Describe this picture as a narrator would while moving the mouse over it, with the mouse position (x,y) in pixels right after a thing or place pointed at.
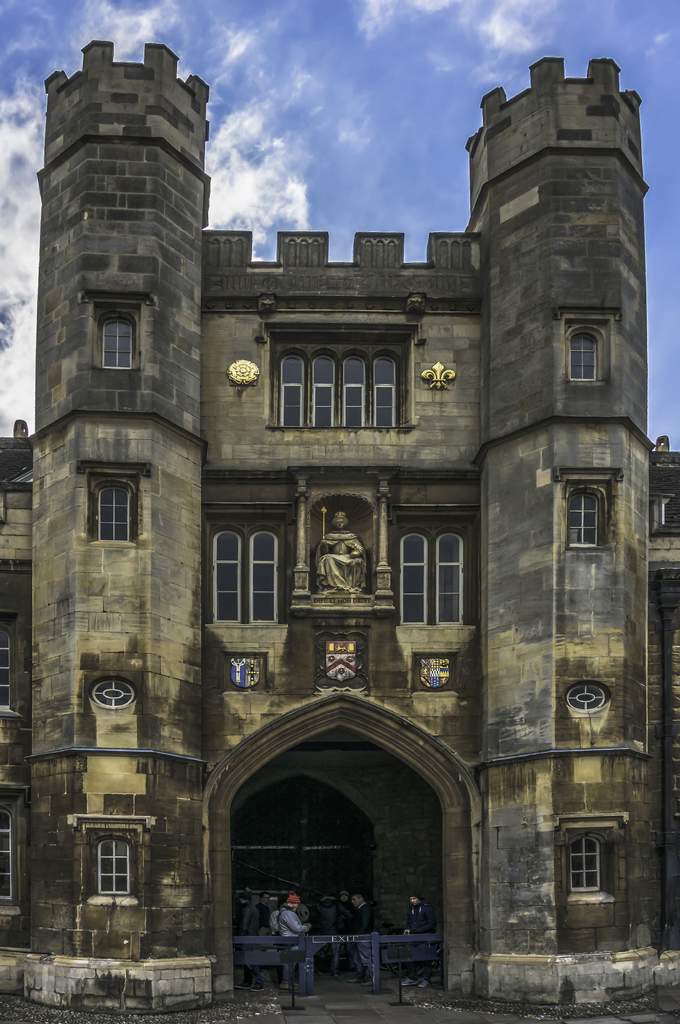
In this image we can see a building (303,563), statue (329,576), windows (233,547), doors (303,801) and at the bottom (327,1007) we can see few persons (332,973) are standing on the floor (319,973) and objects (301,981). In the background (321,1) we can see clouds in the sky (173,19).
